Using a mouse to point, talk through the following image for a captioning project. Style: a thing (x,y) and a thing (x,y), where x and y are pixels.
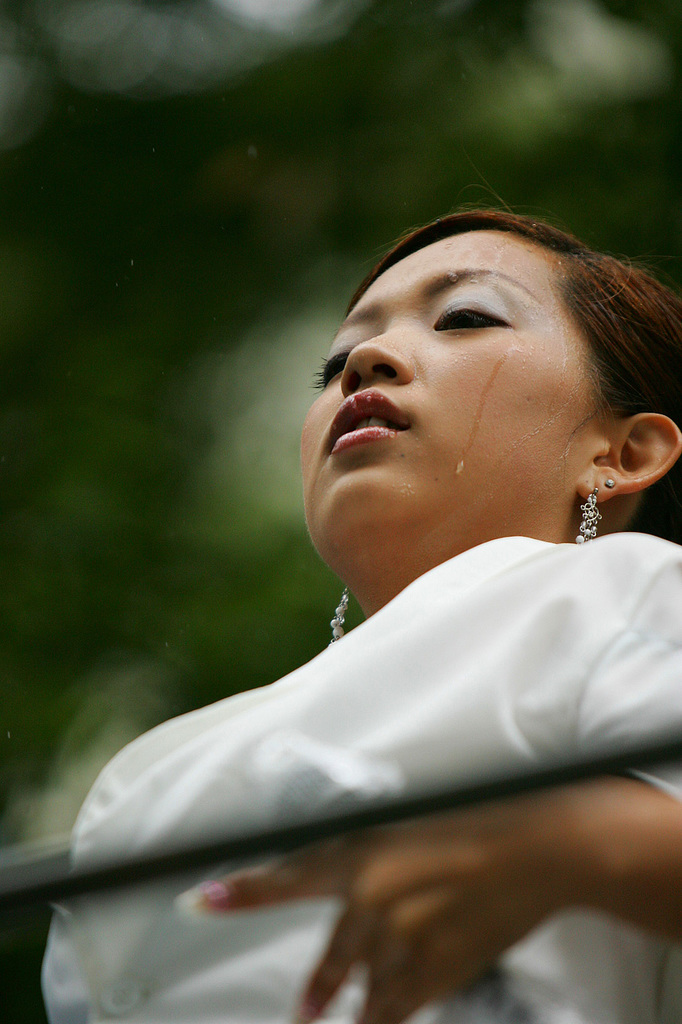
This image consists of a woman (448,763). She is wearing a white dress (540,735). The background (9,236) is blurred.
